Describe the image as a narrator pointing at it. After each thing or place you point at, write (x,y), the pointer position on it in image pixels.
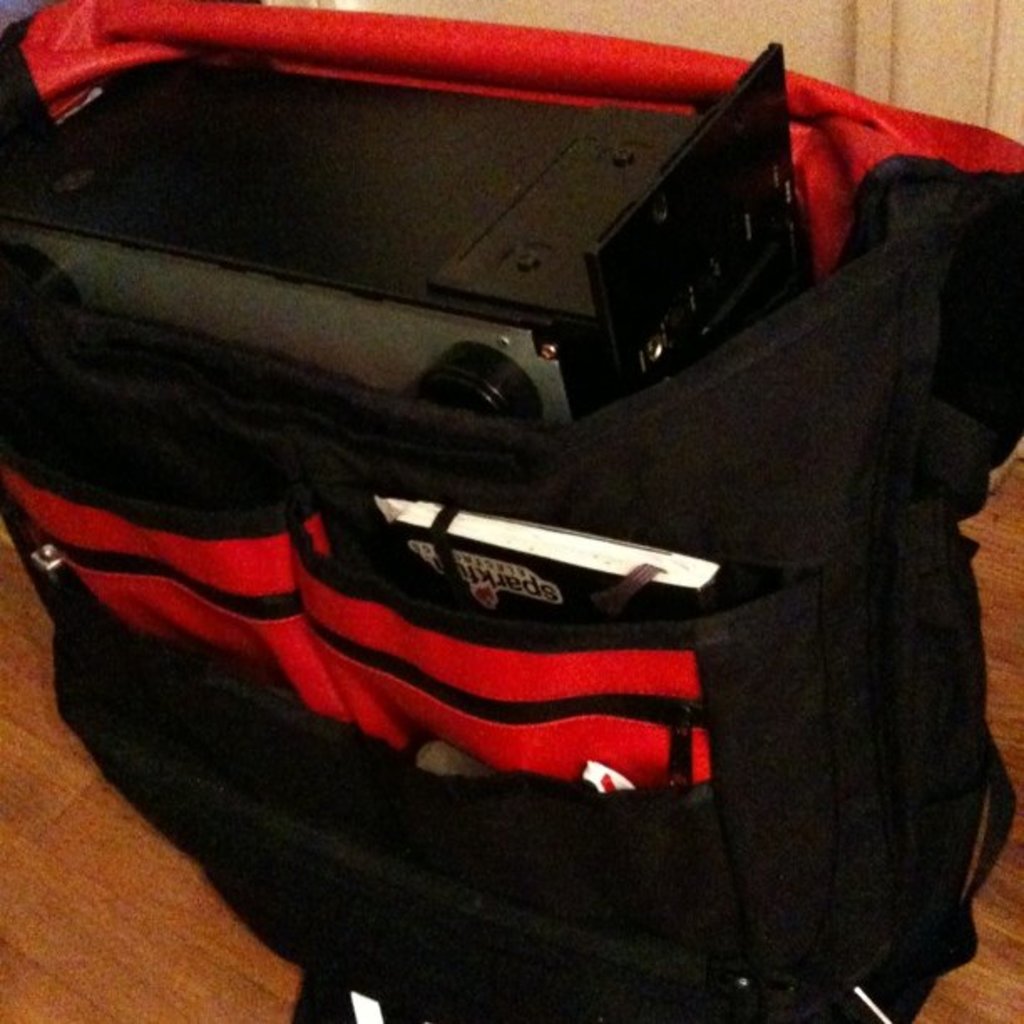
In this picture we can see an object (424,248) in the bag (483,502).
